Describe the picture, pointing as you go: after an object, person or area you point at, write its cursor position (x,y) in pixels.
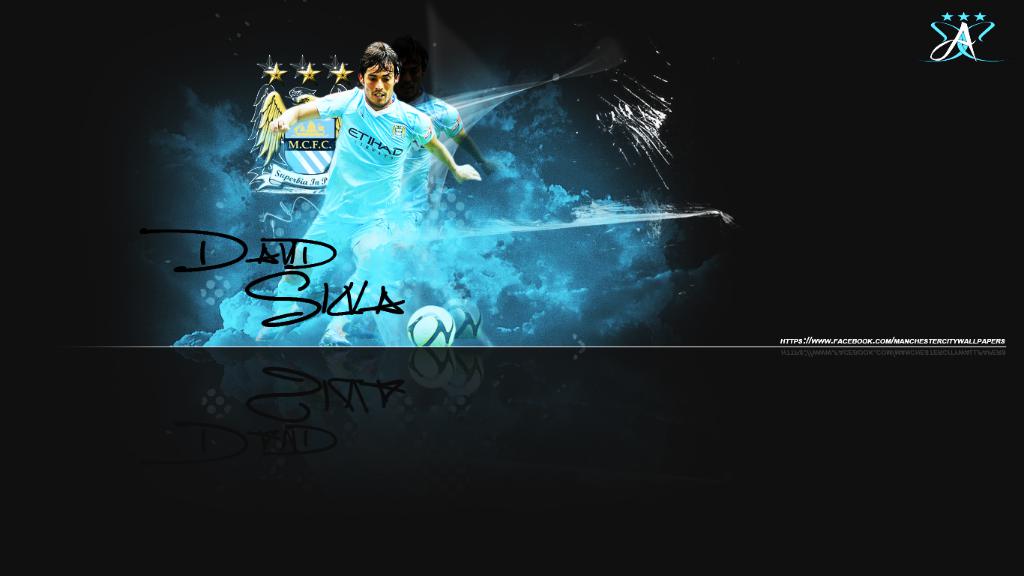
In this image we can see a person (332,199) playing with football (421,341).
